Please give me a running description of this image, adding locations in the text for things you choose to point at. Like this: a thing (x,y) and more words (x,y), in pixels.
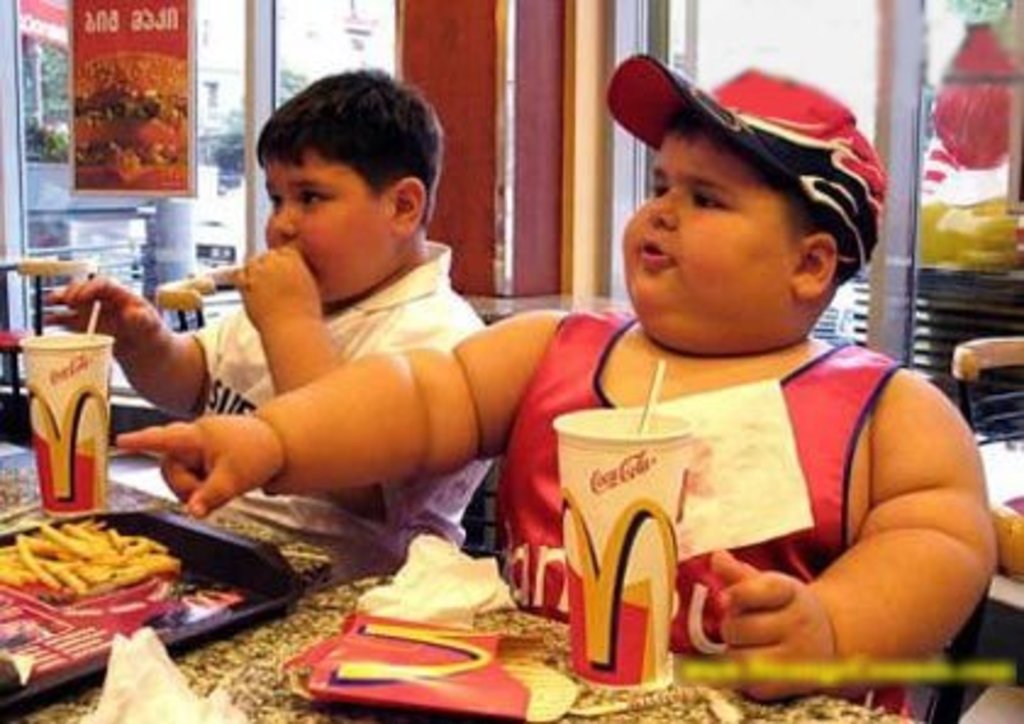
In the center of the image (406,453) we can see two boys (543,317) are sitting and a boy (382,219) is eating, in-front of them we can see a table (675,676). On the table (229,639) we can see a tray (184,635) which contains food (120,584), cups (45,472) with straws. In the background of the image (971,9) we can see the wall (578,226), glass doors (55,188), a poster (110,137) on the door (198,111) and the floor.
